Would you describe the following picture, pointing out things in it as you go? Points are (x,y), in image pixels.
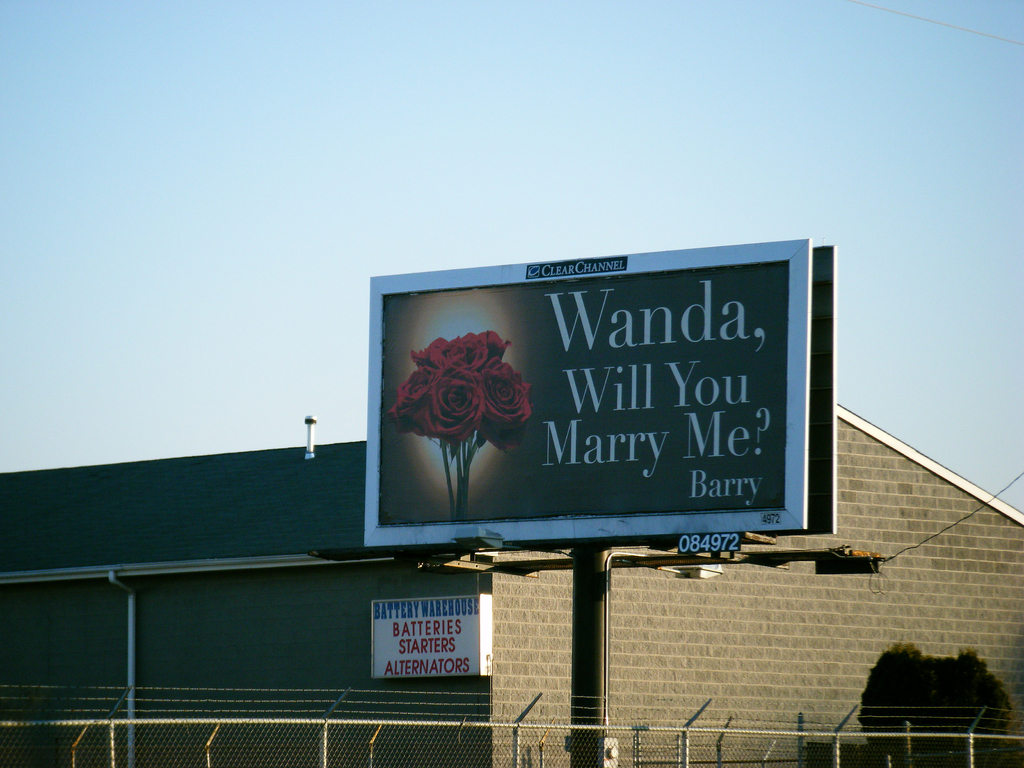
In this image there is a board (707,520) with some text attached to the pole (595,698), there is a fence (286,724), building (205,582), a board (379,620) attached to the wall (349,603) of the building (281,466) and an object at the top of the roof (300,463), a tree (885,681) and the sky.
